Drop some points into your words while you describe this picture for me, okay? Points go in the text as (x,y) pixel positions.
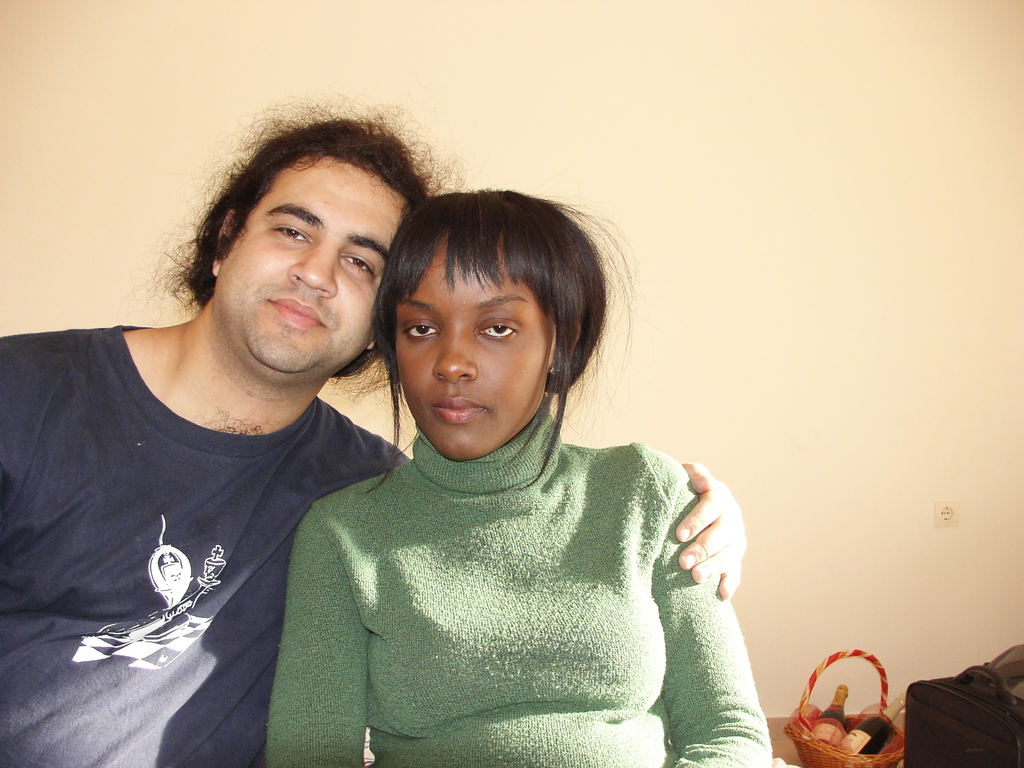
In the image in the center (405,465), we can see two persons (352,507) are sitting. And the man (291,545) is smiling, which we can see on his face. In the background (651,116) there is a wall (476,101), basket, one bag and bottles (882,741).
